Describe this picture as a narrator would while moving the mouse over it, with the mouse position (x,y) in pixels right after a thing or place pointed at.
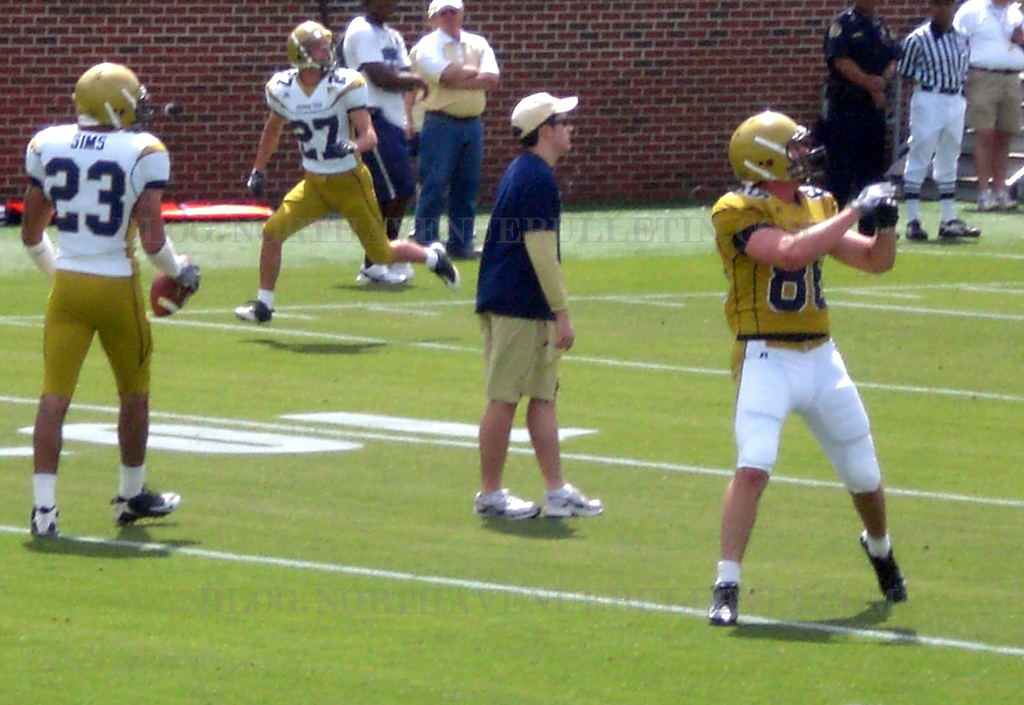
In the image we can see there are many people (295,228) wearing clothes (756,369), some of them are wearing helmet (786,135), cap (543,110), goggle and this is a ball (158,300), grass (333,478), white line (750,621), brick wall (692,195), and these people (744,434) are wearing shoes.
